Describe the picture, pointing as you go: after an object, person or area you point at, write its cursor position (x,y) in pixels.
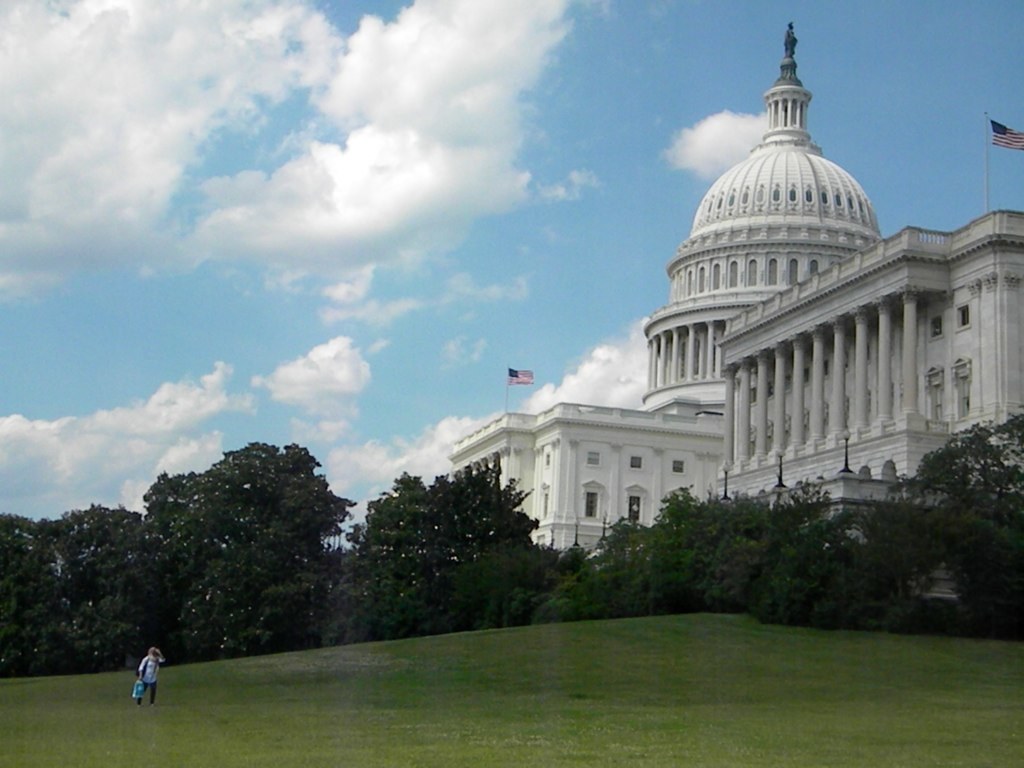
In this image there is a person (151,689) holding the bag (136,687). At the bottom of the image (630,703) there is grass (583,672) on the surface (634,689). In the background of the image (564,570) there are trees (917,480), buildings (453,463), light poles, flags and sky (452,122).
